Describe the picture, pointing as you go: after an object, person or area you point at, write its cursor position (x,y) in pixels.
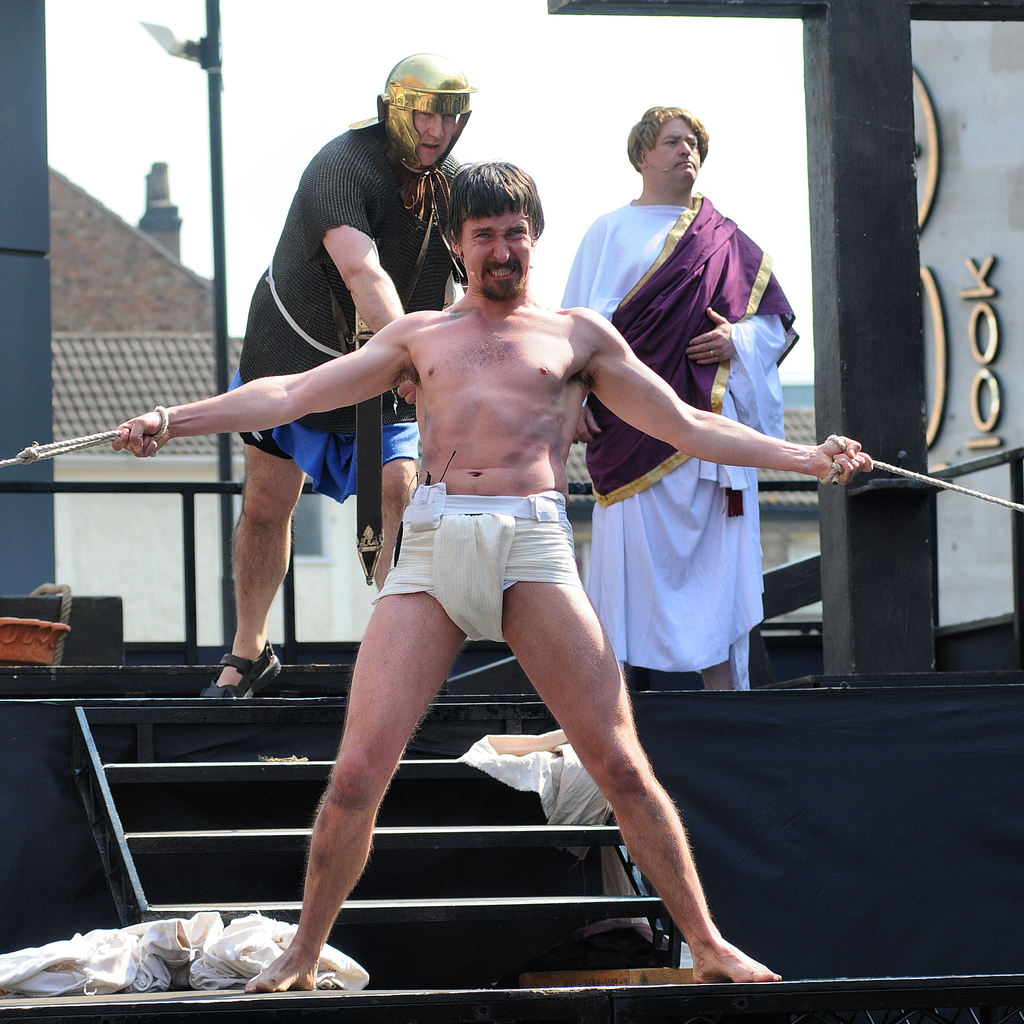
In this image we can see a person (495,434) holding ropes (47,455). In the back (584,787) there are clothes (541,804). Also there are steps (522,837). And there are two persons (775,292). One person (429,147) is wearing a helmet (405,95). In the background (202,354) there is a building (123,303). Also there is a pole (227,272). On the right side (834,232) there is a pillar (855,323). And there is sky (370,31).
